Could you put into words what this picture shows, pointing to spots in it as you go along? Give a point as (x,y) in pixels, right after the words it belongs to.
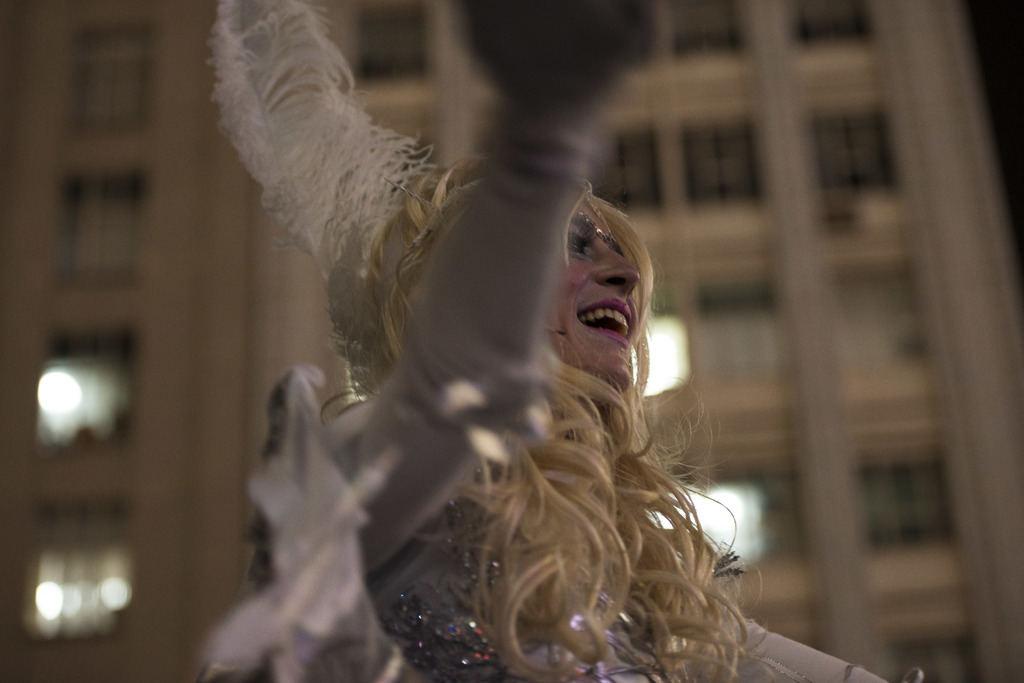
In the image we can see a person (503,512) wearing clothes (488,569) and the background (157,418) is slightly blurred.
